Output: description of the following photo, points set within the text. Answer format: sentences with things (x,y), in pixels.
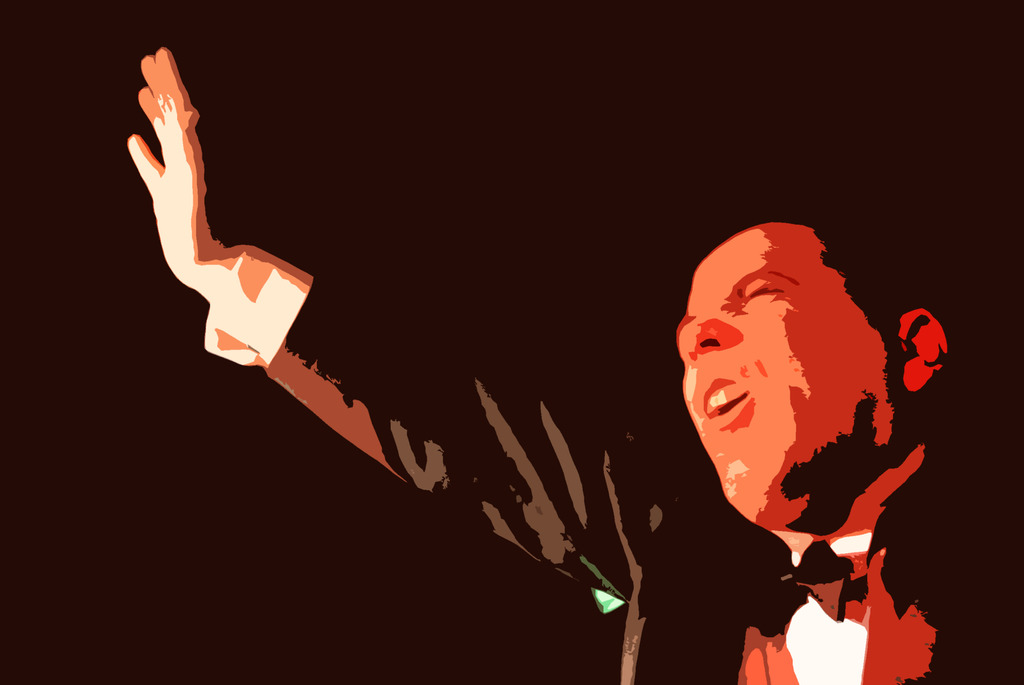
In this picture we can see a man (501,538) wore a bow tie (837,614) and in the background (391,188) it is dark.
